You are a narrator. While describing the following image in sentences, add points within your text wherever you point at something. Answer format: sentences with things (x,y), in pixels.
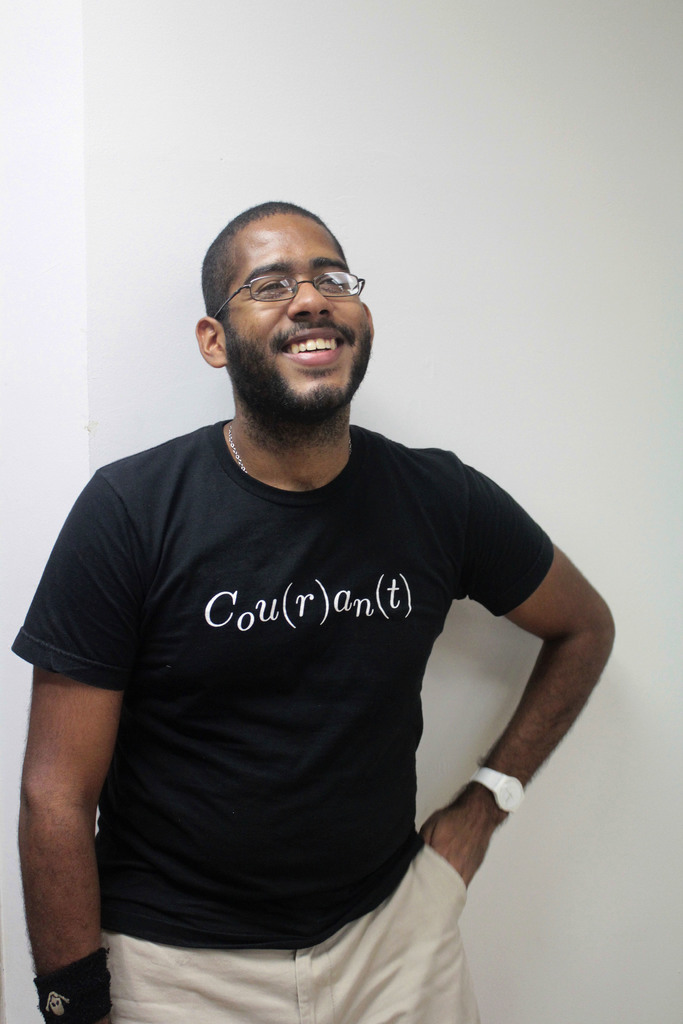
In this picture I can see a man (392,734), he is wearing a t-shirt (353,638), spectacles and a watch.
